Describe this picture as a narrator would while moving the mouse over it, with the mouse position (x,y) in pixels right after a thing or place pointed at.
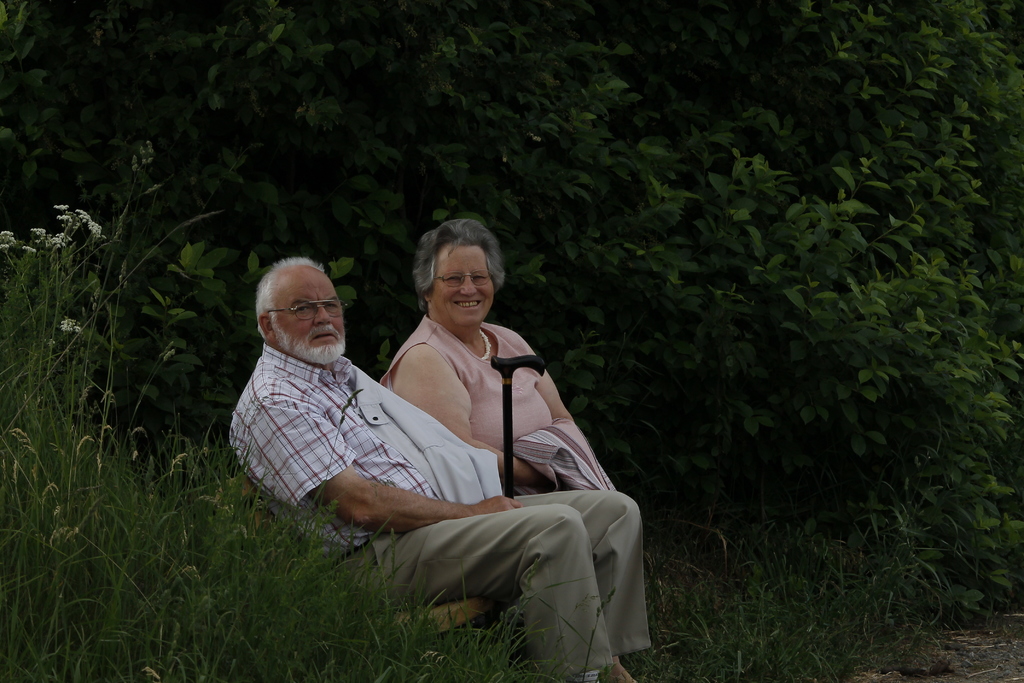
In the image there is an old couple (440,359) sitting on bench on a grassland (518,650), in the back (419,147) it's totally surrounded by plants (719,460).
